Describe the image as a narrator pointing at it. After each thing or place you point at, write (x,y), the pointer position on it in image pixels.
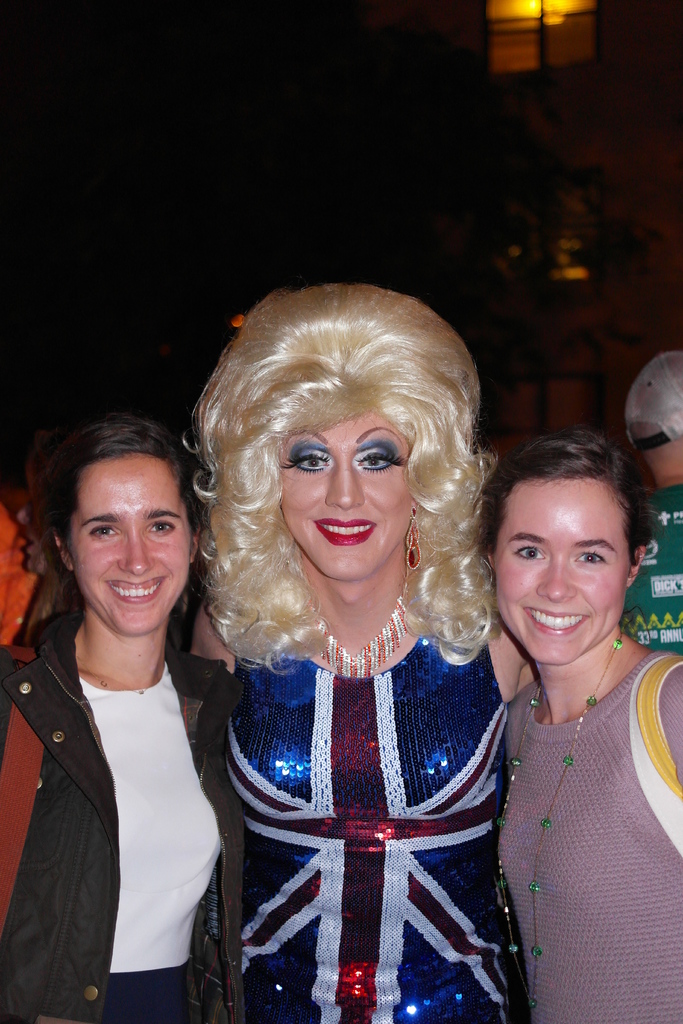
In this image in the front of there are women (445,688) standing and smiling. In the background (656,403) are windows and there are persons (663,409) visible.
